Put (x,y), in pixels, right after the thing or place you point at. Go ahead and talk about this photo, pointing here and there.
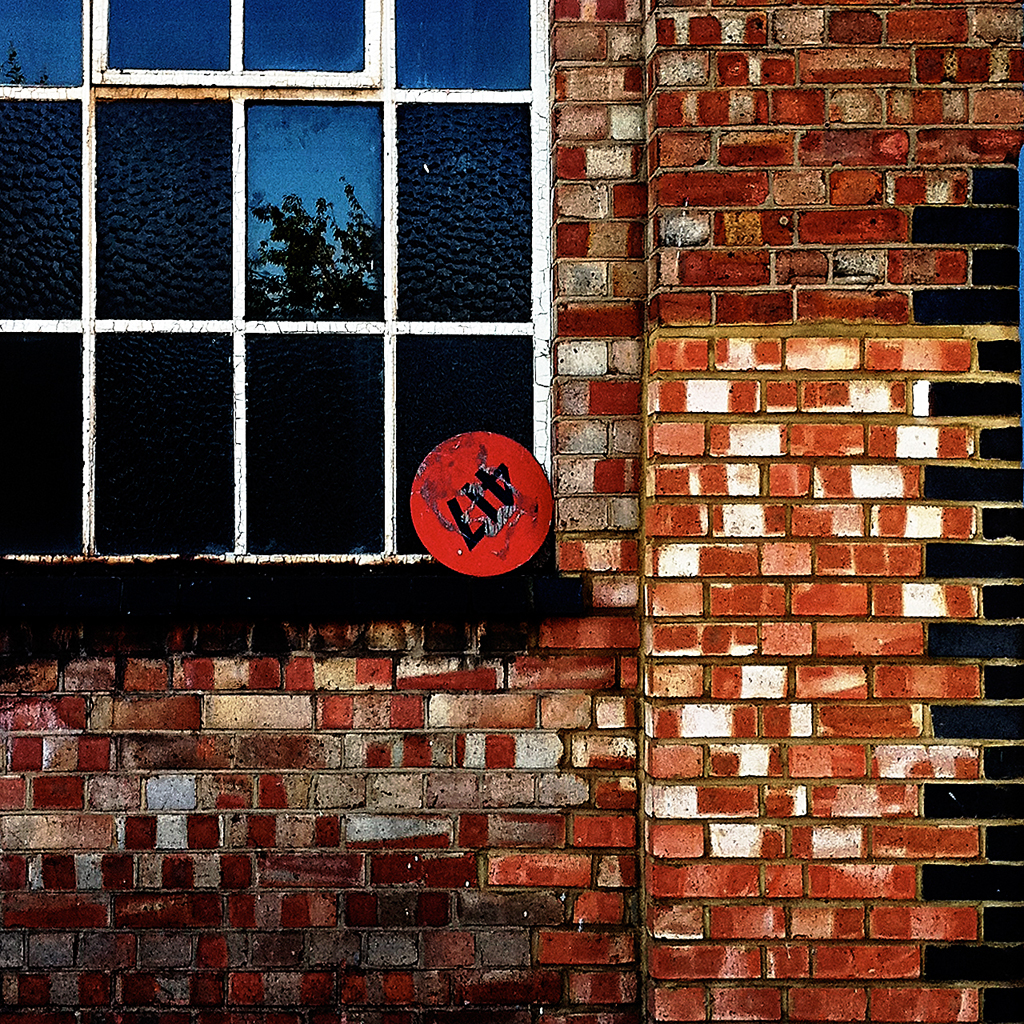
In this picture we can see a glass window (368,415) to the brick wall (584,736).
